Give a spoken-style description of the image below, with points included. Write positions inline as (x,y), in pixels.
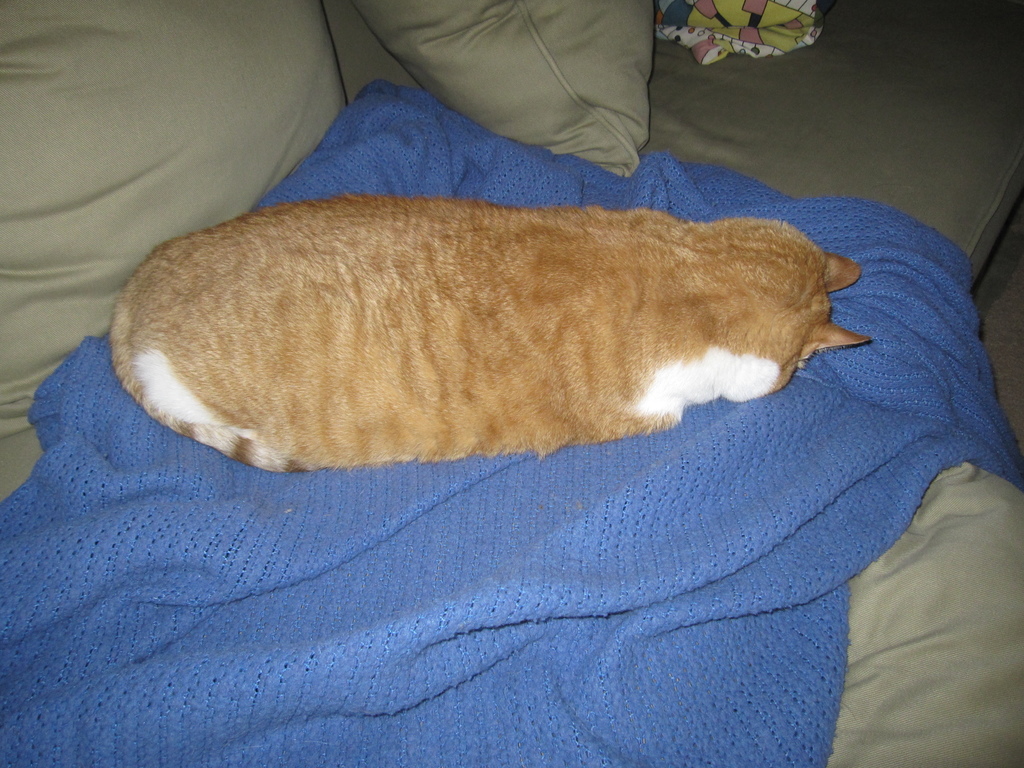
In this image we can see a cat (449,371) is sitting on a cloth (68,564) on the couch (360,70) and we can see pillows (445,93) and another cloth (766,25) on the couch (695,70).
